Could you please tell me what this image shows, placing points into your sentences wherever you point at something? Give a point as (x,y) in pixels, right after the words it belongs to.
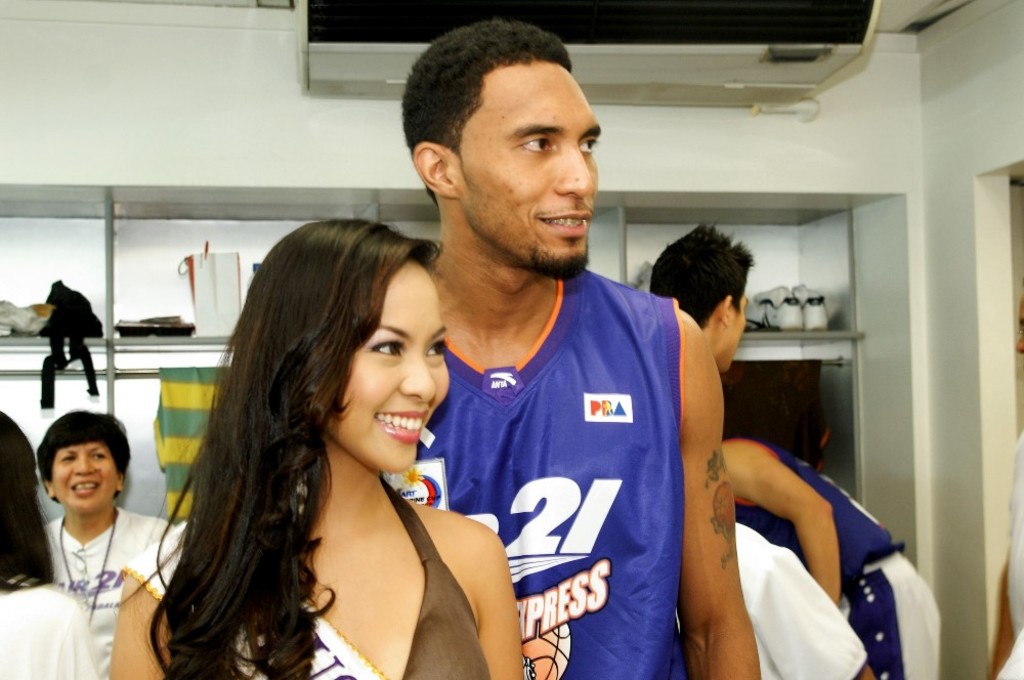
In this image in the foreground (482,468) there are persons (469,545) standing and smiling. In the background (51,426) there are persons (90,521), there is a shelf (112,267) and on the shelf (781,271) there are shoes (786,289) and there are objects (63,316) which are black and white in colour and there is a cloth (172,429) hanging. On the right side (799,413) there is an object (788,415) which is brown in colour, which is hanging in the shelf (847,349) and there is a wall (878,167) which is white in colour.
